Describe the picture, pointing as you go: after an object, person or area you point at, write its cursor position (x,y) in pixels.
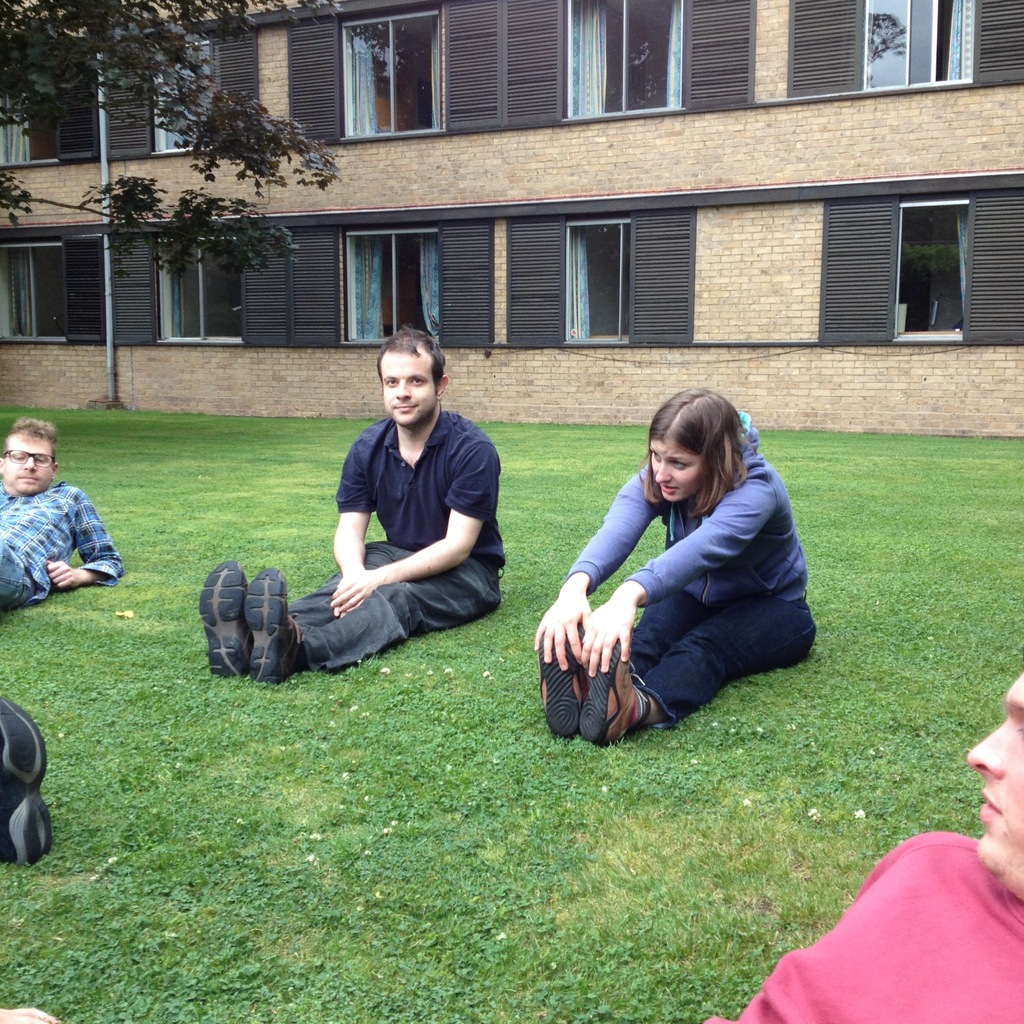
In this image, there are a few people (371,571). We can see the ground (329,759) covered with grass (131,503). We can see a pole (106,198) and a building (595,213) with windows (572,56) and curtains (577,22). We can also see a tree (65,44) on the top left corner (65,64).
